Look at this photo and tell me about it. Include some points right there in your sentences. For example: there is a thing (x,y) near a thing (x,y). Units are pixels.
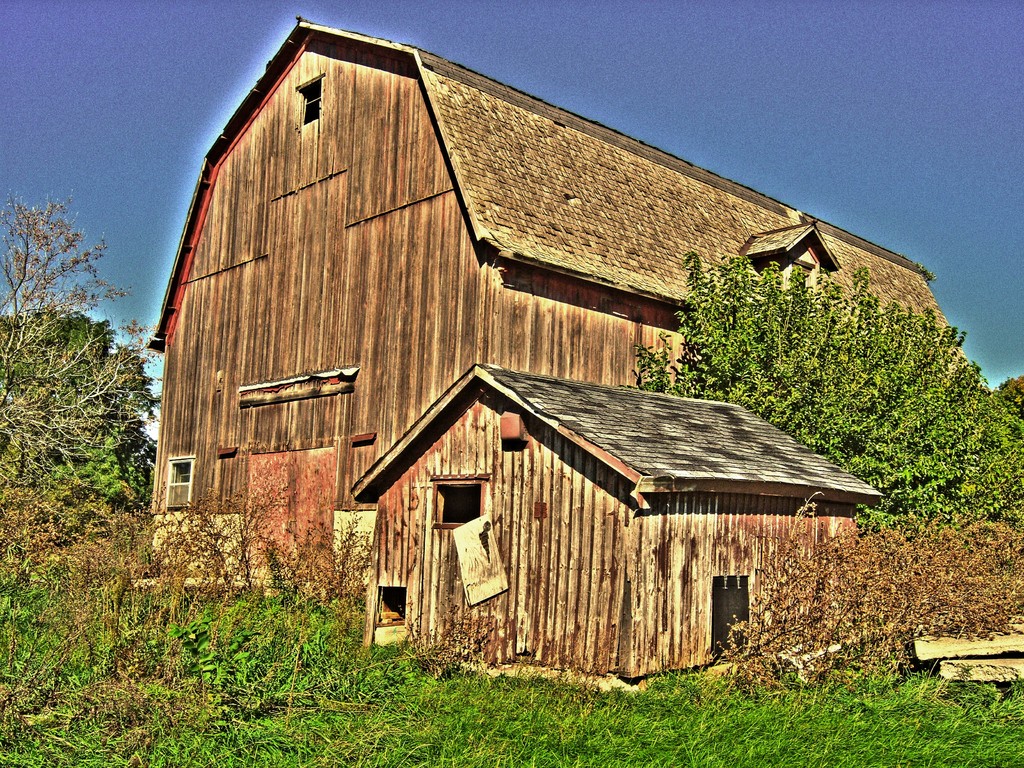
This is a painting and here we can see sheds (481,433), trees (19,231), logs (972,664) and some plants (163,650). At the top (668,69), there is sky (769,53).
